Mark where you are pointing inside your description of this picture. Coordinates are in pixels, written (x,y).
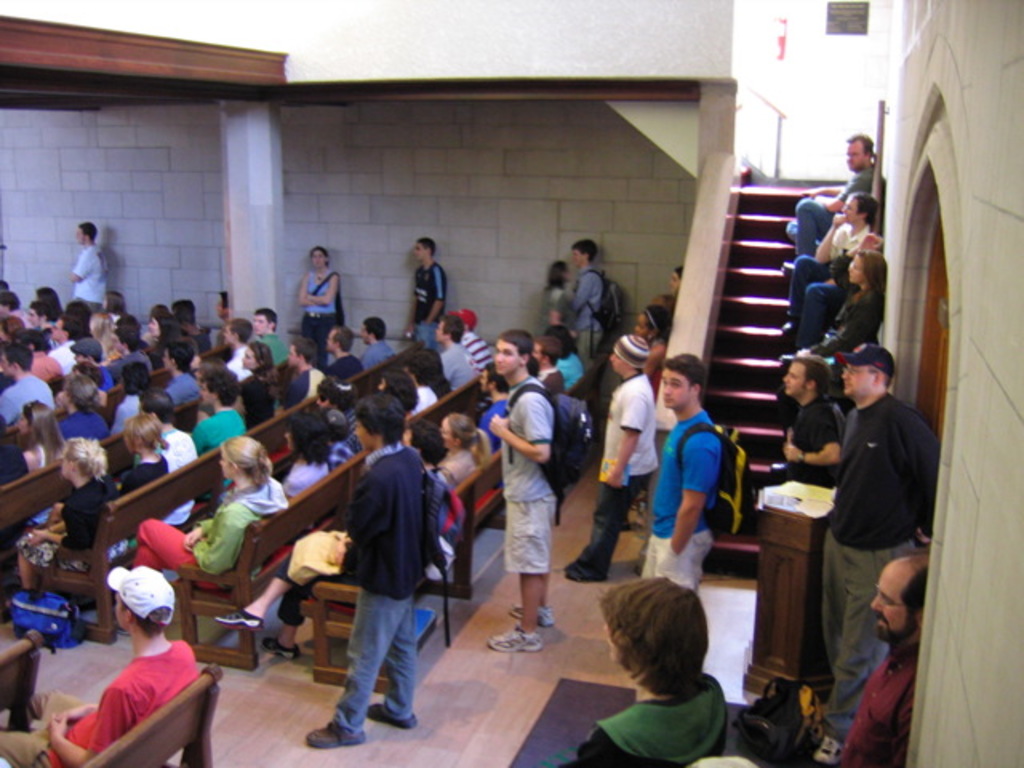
This image is clicked inside a room (93,221). There are so many benches (245,435), on that people (227,388) are sitting. There are stairs (746,381) on the right side (730,348). There are people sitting on the stairs (729,241).
